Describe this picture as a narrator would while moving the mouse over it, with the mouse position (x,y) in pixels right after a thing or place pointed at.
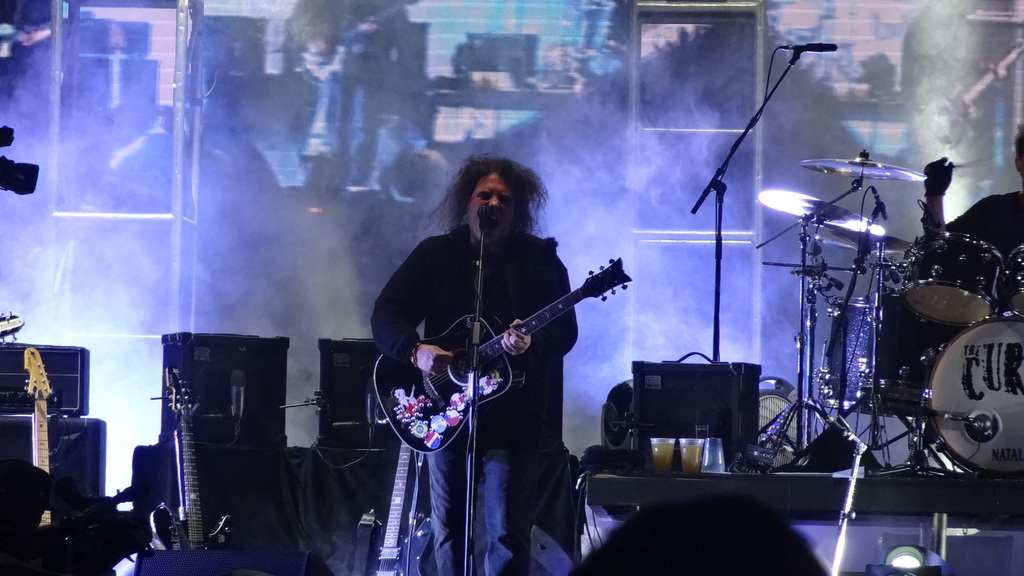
This Image is clicked in a musical concert. There is a screen (887,152) back side. There are speakers (59,377) on the left side (7,391). There is a man (452,551) in the middle (413,271) who is holding a guitar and there is a mic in front of him. There are drums (1002,347) on the right side (836,391) and someone is playing drums (841,361). There are glasses (685,470) in the bottom (716,464) and the lights (906,553) in the bottom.
